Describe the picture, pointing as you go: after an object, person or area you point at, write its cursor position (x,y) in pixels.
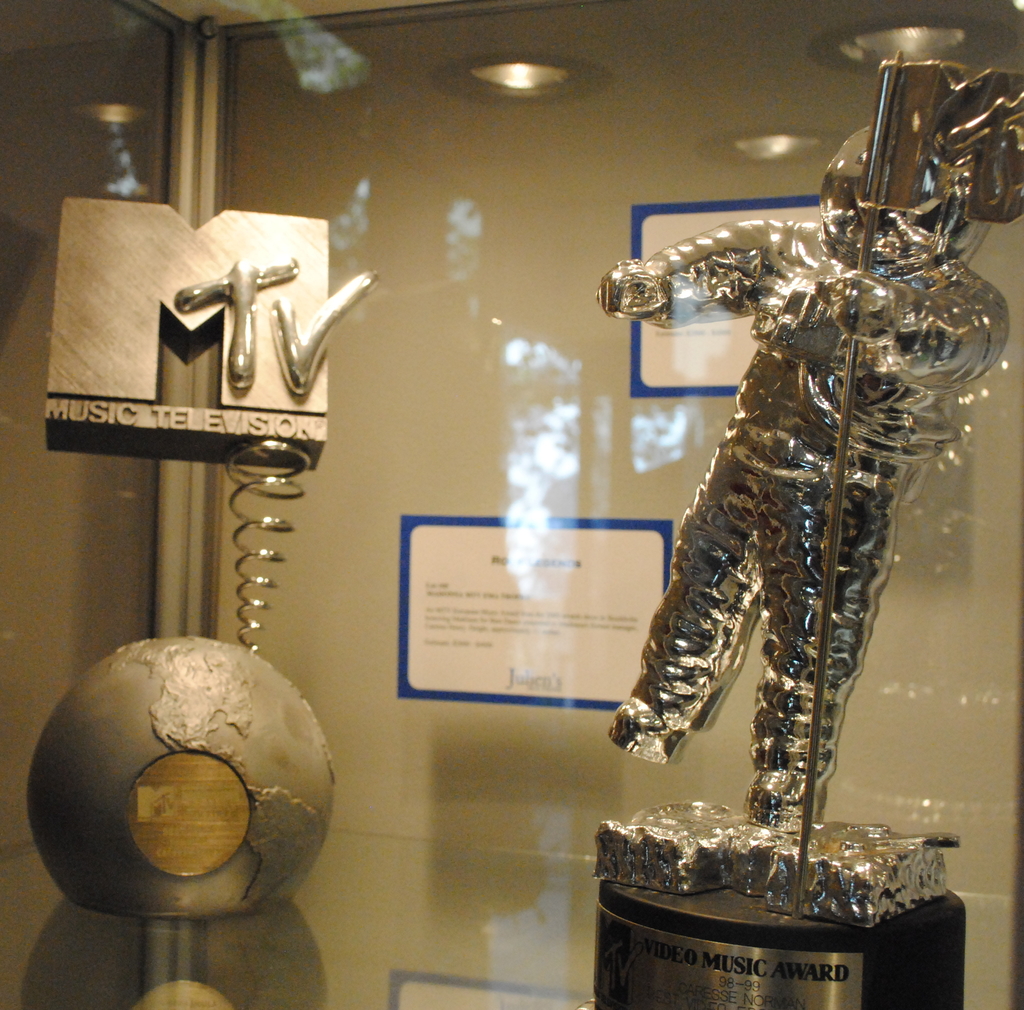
In this picture we can see a statue (805,736) on a platform (773,829), here we can see some objects (281,871) and in the background (447,391) we can see a wall (279,504), posters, lights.
